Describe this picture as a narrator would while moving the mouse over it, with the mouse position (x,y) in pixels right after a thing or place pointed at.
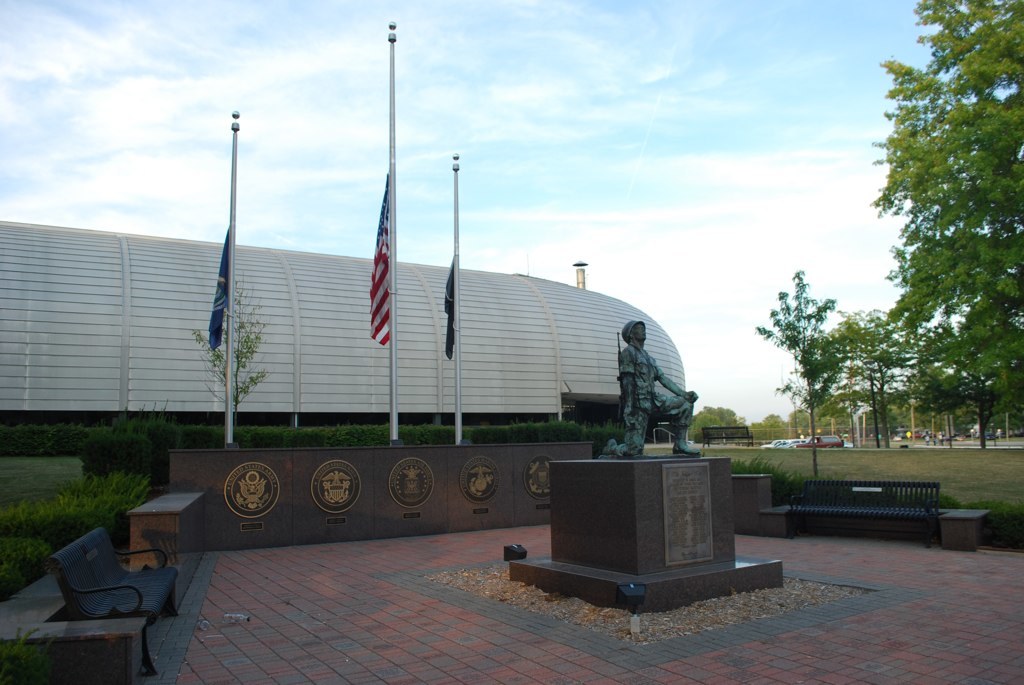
In this image we can see a pillar (640,510) with statue (633,397) and a board (683,526) with text (689,511) on the pillar (658,478), there are few benches (885,513), in the background (435,499) there is a wall (439,482) with some logos (423,467) and flags (381,306) on the wall (456,477), there are few plants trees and a building (335,317), there are vehicles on the road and sky (664,195) on the top (732,204).
